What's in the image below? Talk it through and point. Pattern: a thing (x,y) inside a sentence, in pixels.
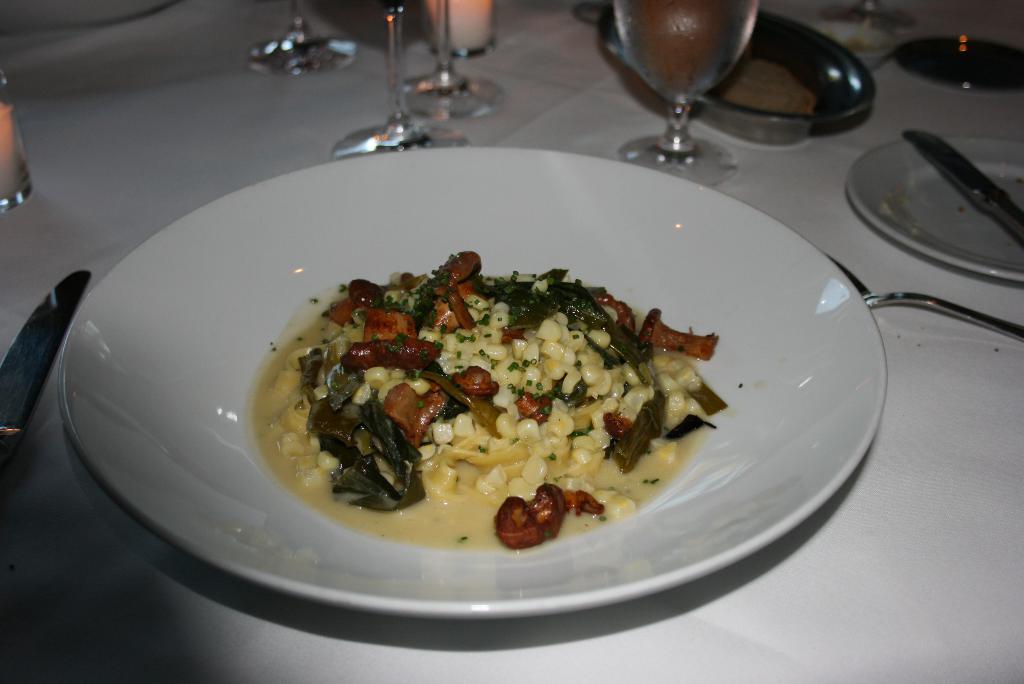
In this picture we can see a table (242,661) on the top of which a platter (723,279) containing some food items (525,338) and we can see the glasses (304,36) and some other items (947,140) are placed. On the left corner (51,314) we can see the knife (6,372).
